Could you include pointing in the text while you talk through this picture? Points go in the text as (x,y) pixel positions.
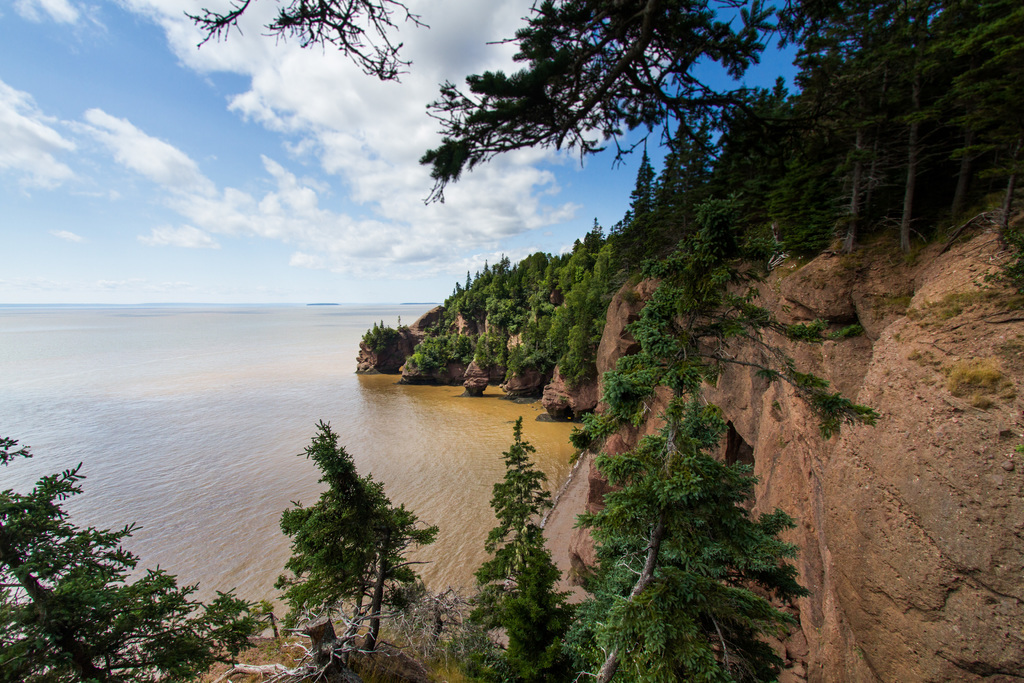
Here in this picture on the right side (780,483) we can see rocks (967,348) present over the place and we can see plants (602,552) and trees (731,302) present on it and in the front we can see water (386,304) covered all over there and we can see clouds (362,130) in the sky (311,132).
